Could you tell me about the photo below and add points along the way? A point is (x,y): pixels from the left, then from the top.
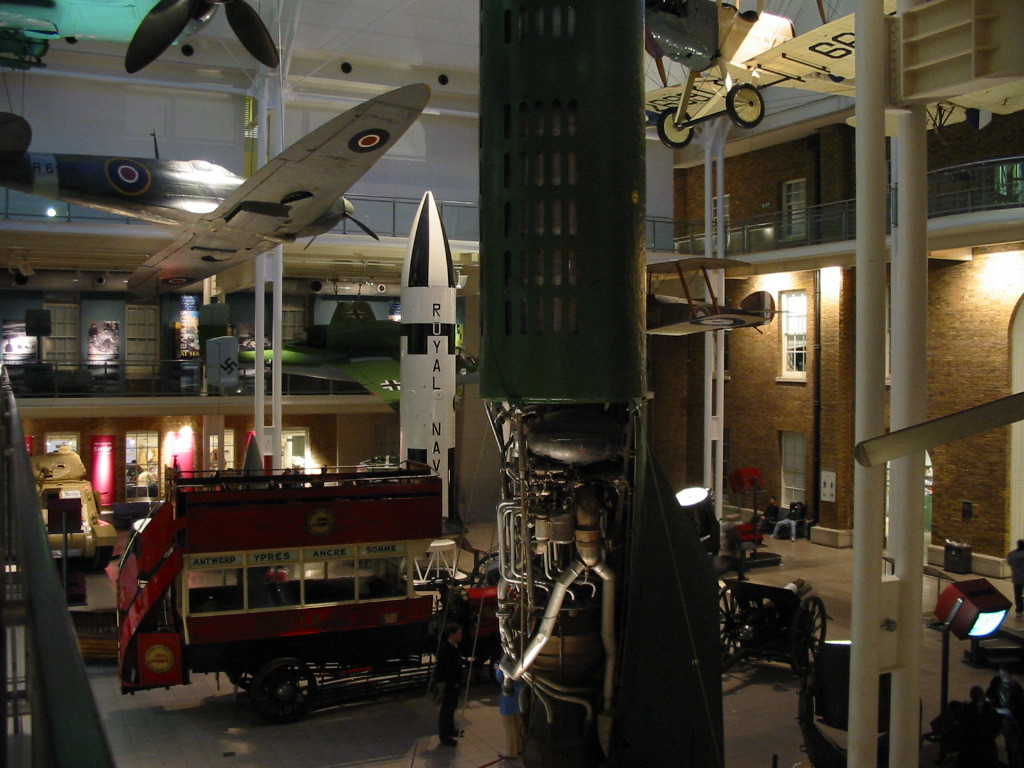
In this image I can see inside view of a building (1004,153). On the top side of this image (754,28) I can see few aircrafts (744,38). On the ground (751,696) I can see a vehicle (336,470), a white colour missile (434,255) and few other stuffs (740,598). I can also see number of lights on the right side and in the background of this image (303,465).
